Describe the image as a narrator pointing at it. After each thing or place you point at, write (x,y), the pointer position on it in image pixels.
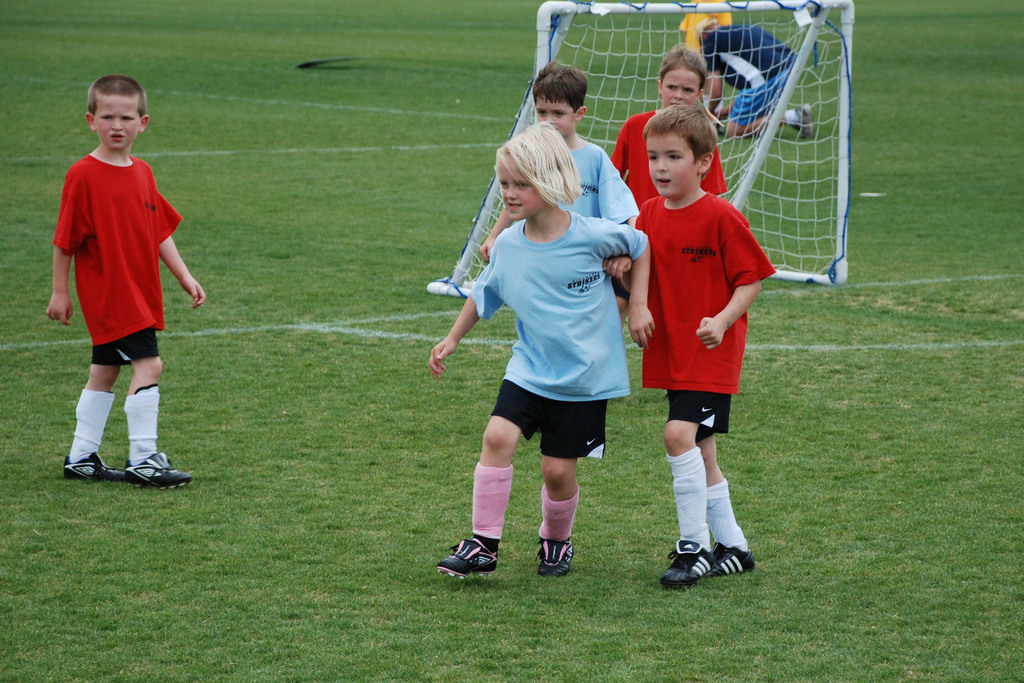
In this image, I can see few people (663,251) standing and a person (755,93) kneeling. There is a football goal post (781,102) on the grass (775,379).
